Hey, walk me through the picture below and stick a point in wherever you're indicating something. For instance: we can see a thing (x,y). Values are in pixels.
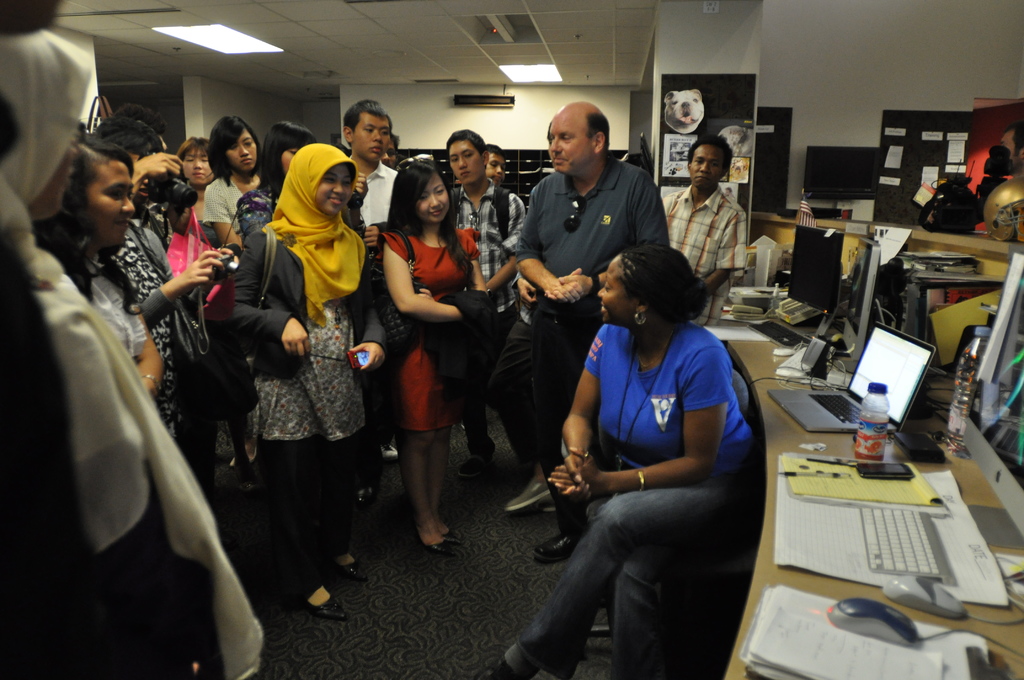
This woman (655,361) is sitting on a chair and looking at these people (429,342). One person (155,170) is holding a camera (152,185). These two people (396,283) wore bags (195,233). On this table (802,432) there are papers (829,542), laptop (898,405), monitors (804,274), keyboards (931,561), mobile (890,465), mouses (918,589), bottles (953,428) and things (914,290). Posters (692,105) are on the wall (886,58). These are lights (242,41). Far there is a flag (807,211). Here we can see helmets (999,212).
